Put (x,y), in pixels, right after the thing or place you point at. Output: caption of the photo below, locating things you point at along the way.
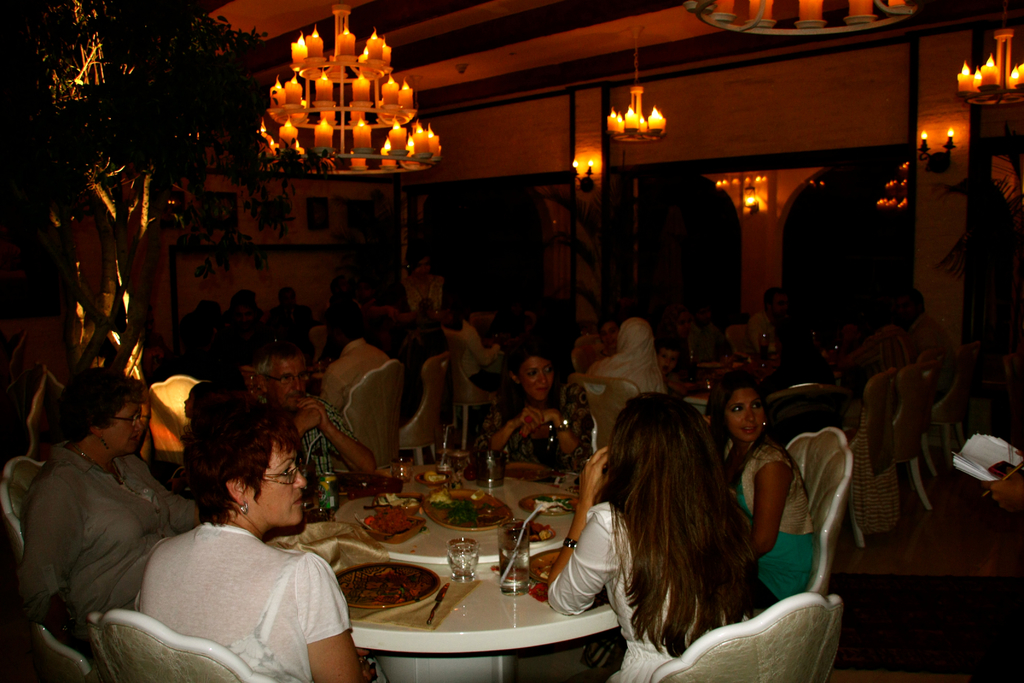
This picture shows a group of people (215,513) seated on the chairs (186,660) and we see few food items (489,521) and glasses (471,548) on the table (443,538) and we see a chandelier light (378,46) on the ceiling (276,27).
